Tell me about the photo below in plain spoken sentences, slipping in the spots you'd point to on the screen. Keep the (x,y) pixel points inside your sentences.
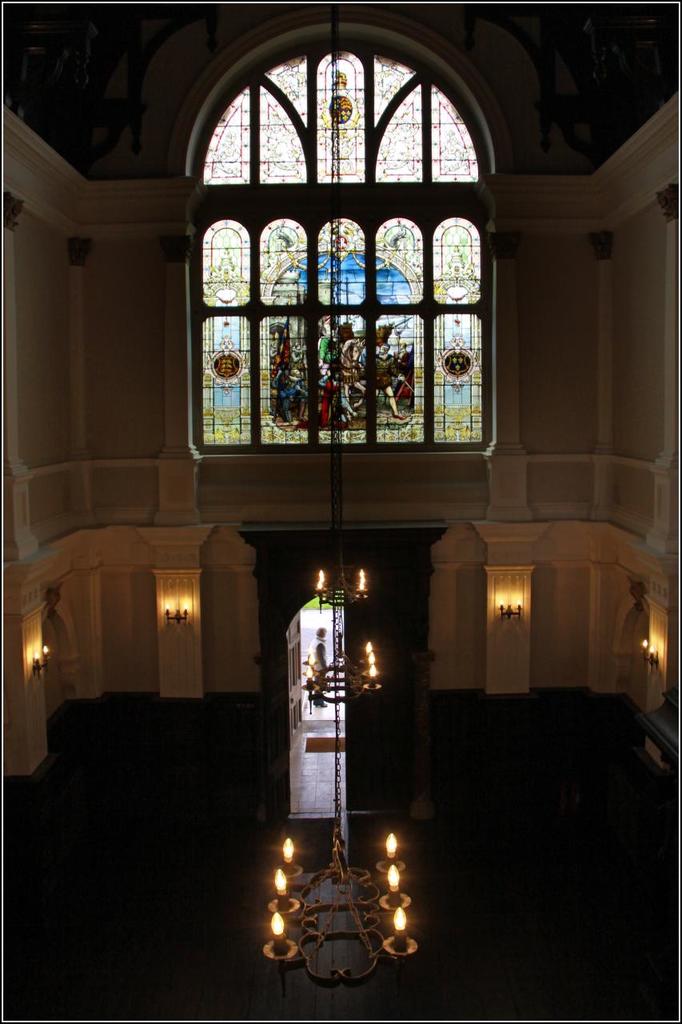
In this picture I can see the inside view of the building (354,565). Through the door (354,565) I can see the person (324,695) who is standing at the stairs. At the bottom (401,944) I can see some lights (397,952) and chandelier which is hanging from the roof (397,10) of the building (456,73). In the center (292,348) I can see the painting (414,336) on the window glass (408,343).
